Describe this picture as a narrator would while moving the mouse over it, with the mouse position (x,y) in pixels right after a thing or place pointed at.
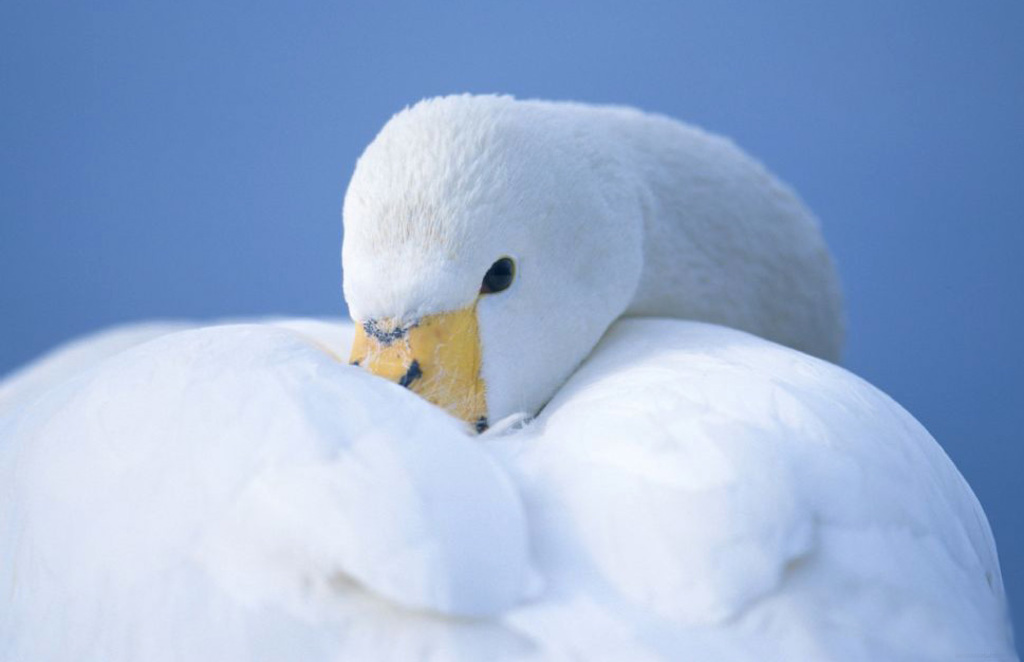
In this image, this looks like a swan (555,519), which is white in color. The background (973,264) looks blue in color.
